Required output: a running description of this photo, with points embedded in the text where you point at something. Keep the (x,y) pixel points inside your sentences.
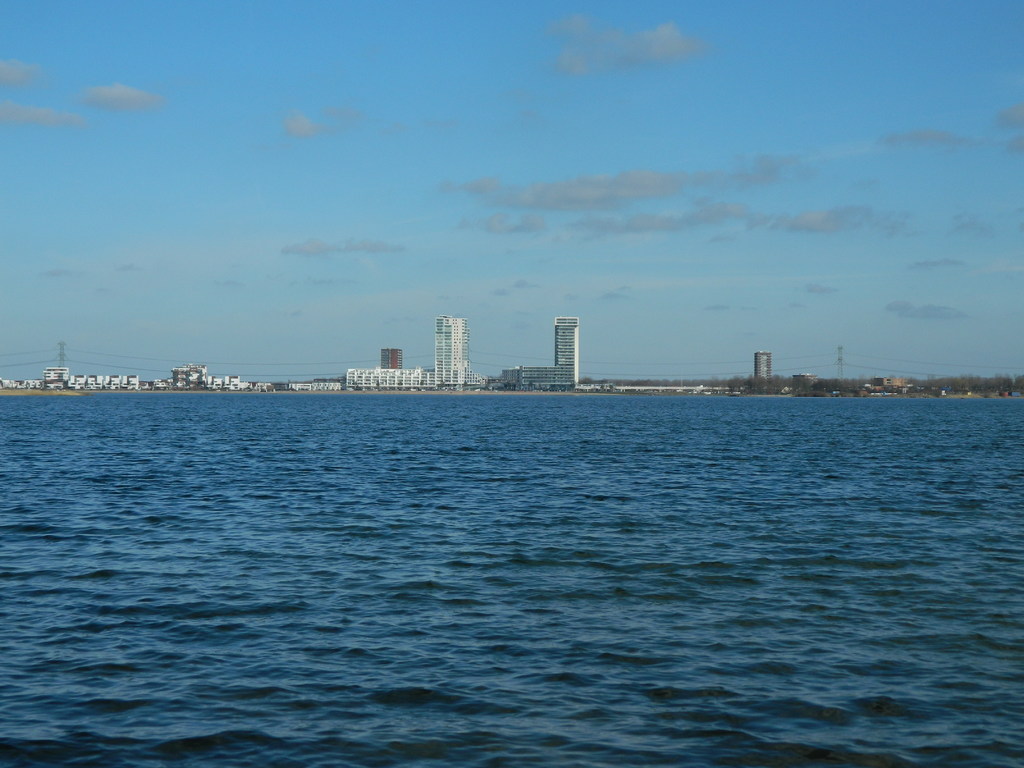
In this image, we can see a water (644,533) in an ocean (638,491). In the background (52,378), we can see some buildings (453,345), houses (66,380), trees (984,392), electric pole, electric wires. At the top (459,166), we can see a sky (395,267) which is cloudy.
